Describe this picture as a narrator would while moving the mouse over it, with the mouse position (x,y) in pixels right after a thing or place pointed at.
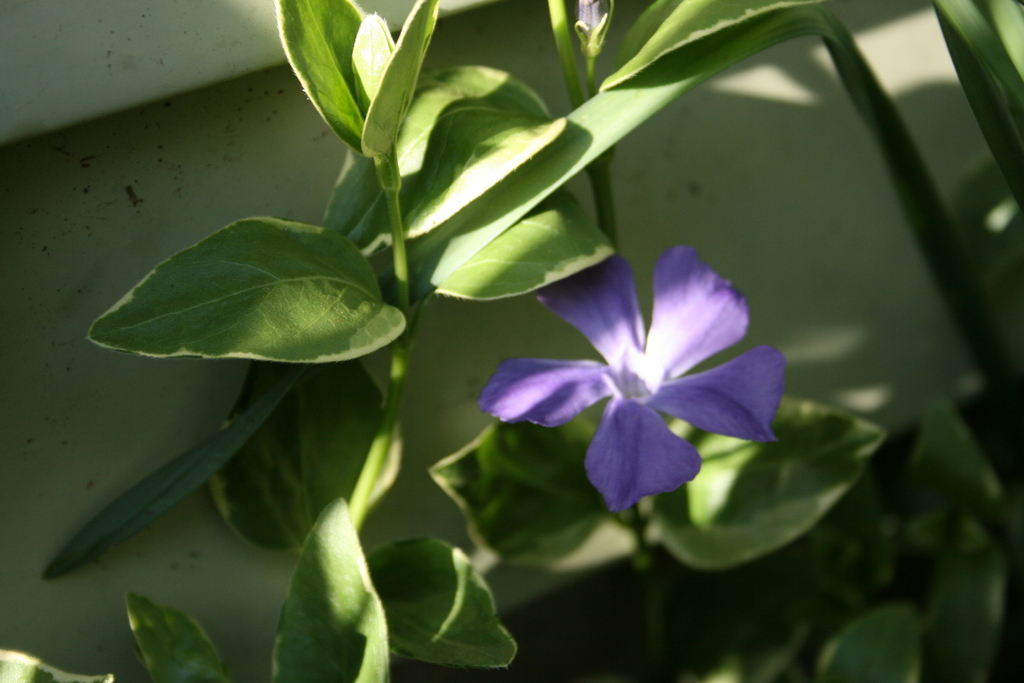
In this picture I can see the plants (456,650) and in the center of this picture (627,413) I can see a flower (662,329) which is of white and purple color. In the background (53,227) I can see the white color thing (83,27).
